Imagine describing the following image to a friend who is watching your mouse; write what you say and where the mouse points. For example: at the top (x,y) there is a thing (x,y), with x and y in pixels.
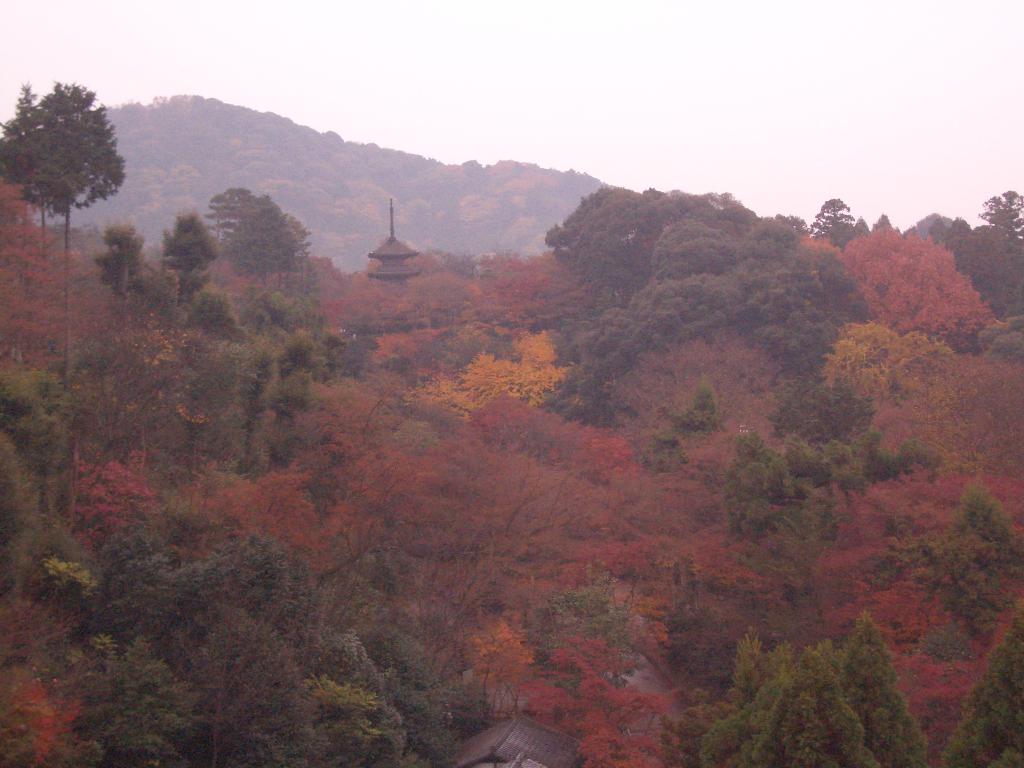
In this image we can see a group of trees (402,351). In the middle (410,257) we can see a house (388,273). Behind the trees (413,298) we can see mountains (346,213). At the bottom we can see houses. At the top (412,77) we can see the sky (529,80).
